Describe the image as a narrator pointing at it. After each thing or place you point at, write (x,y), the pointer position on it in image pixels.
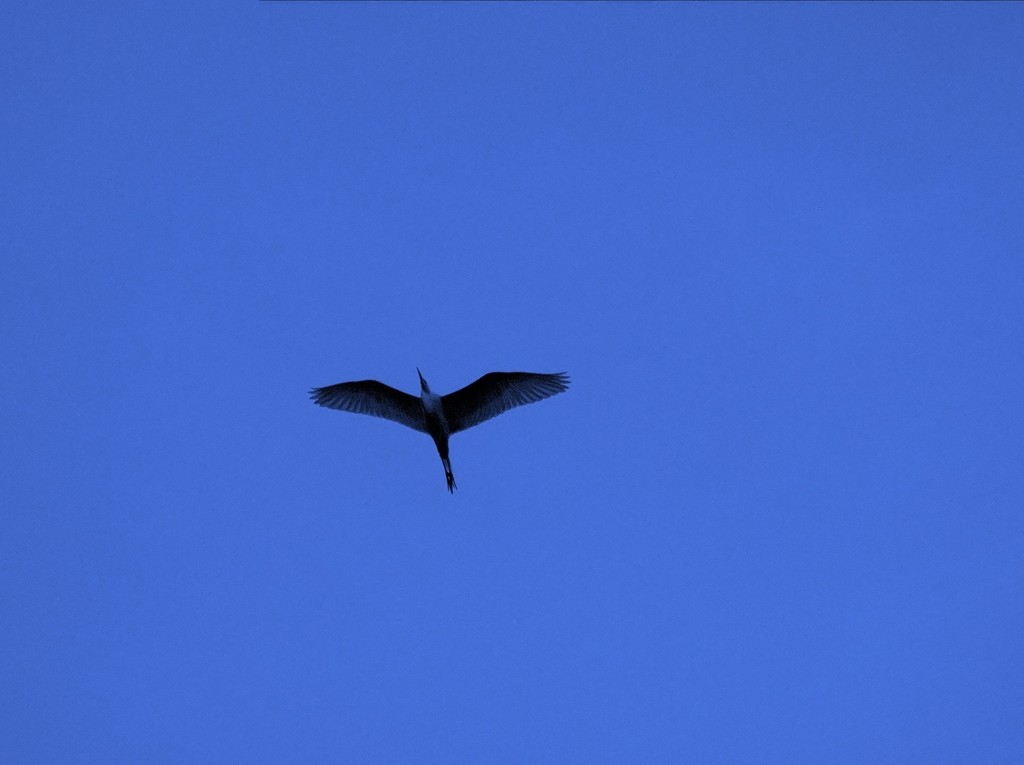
We can see bird (452,485) flying in the air (808,263) and we can see sky (577,407) in blue color.
